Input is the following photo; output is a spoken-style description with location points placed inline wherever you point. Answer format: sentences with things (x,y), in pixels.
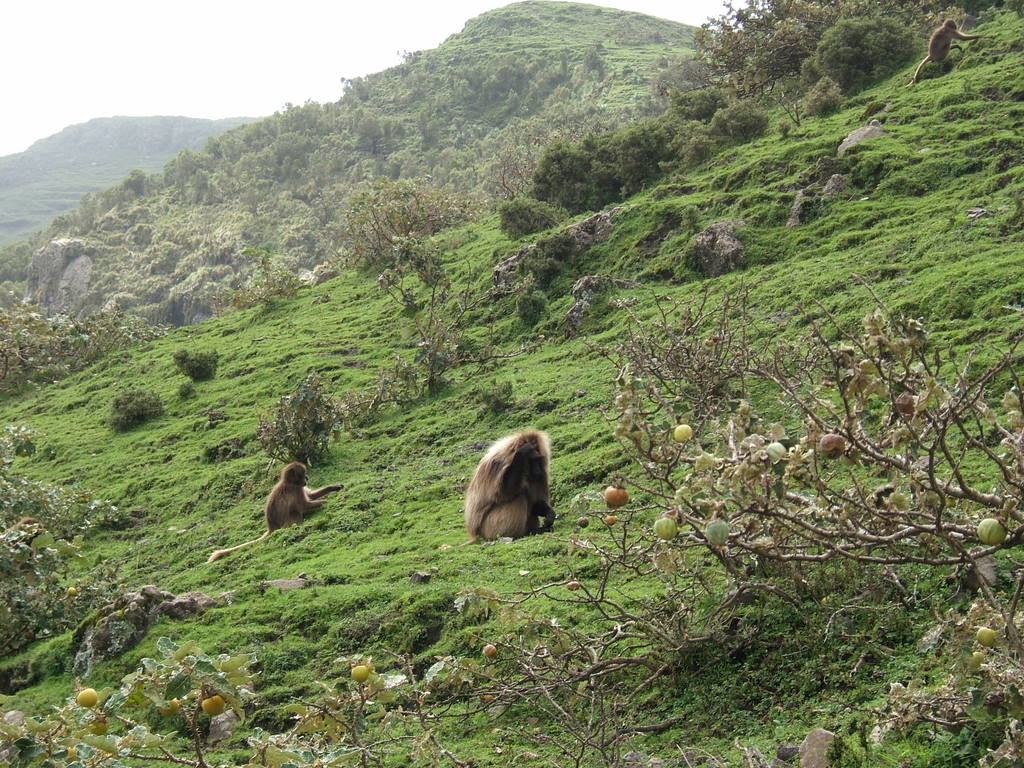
In this image I can see three animals (504,463) are on the ground (346,534). To the side I can see the fruits (573,587) to the tree (834,550). In the background (383,278) I can see many trees (332,215), mountains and the white sky (151,43).
